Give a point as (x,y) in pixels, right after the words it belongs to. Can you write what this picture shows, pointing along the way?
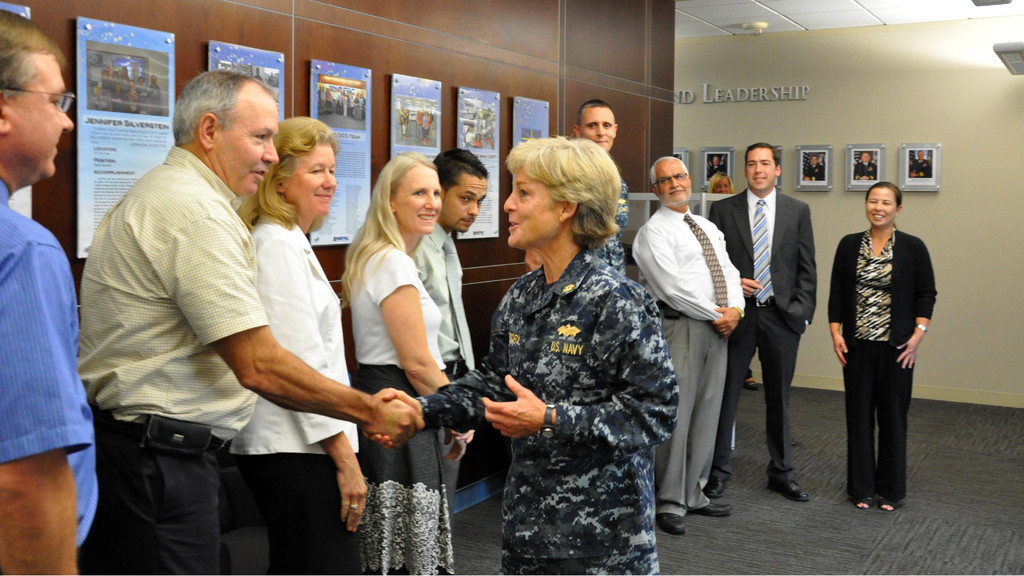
In this image there is an army personnel (535,412) shaking hands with a few people (292,315) standing in front of her, behind them there are a few posters (324,107) on the wall (507,235), on the other side of the wall (739,145) there are a few photo frames (821,168) of different people (869,174), above them there is name (760,92).
